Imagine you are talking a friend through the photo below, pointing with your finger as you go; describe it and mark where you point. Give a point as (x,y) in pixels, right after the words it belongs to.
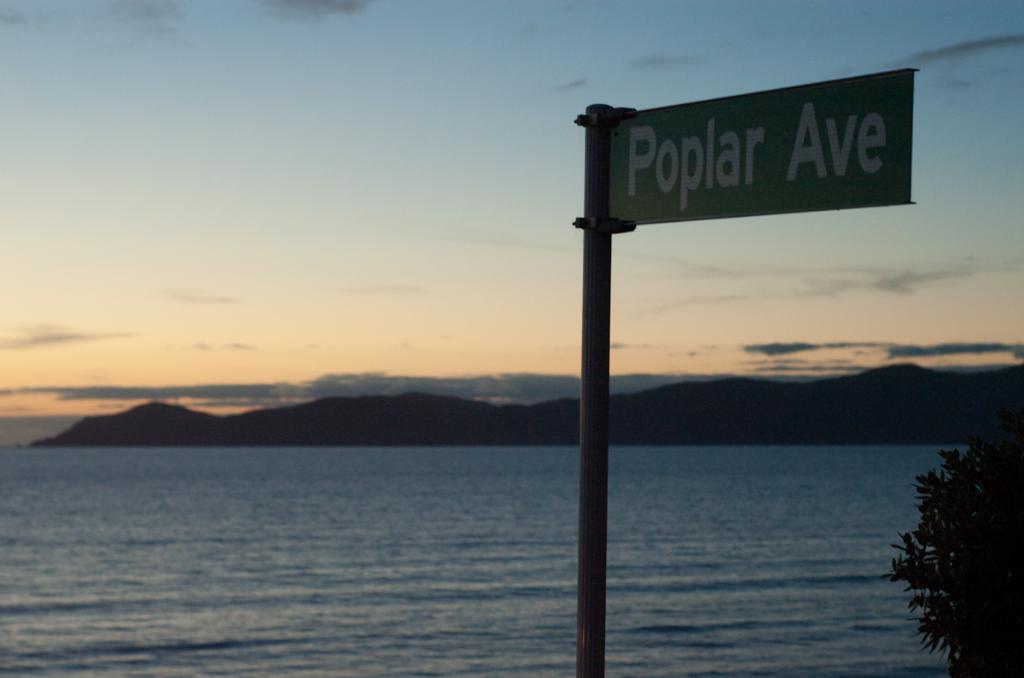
In this image we can see a sign board (675,186) to the pole (589,509). Here we can see trees (924,600), water (429,566), hills (163,440) and sky (377,333) with clouds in the background (377,333).
